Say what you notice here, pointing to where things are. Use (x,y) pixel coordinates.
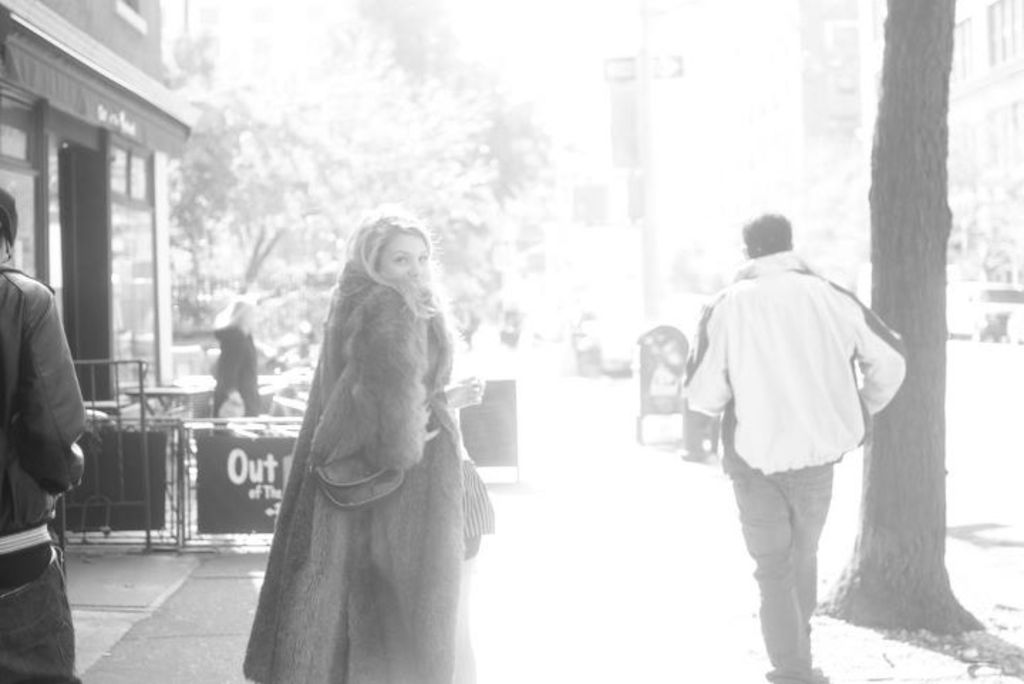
This is a black and white image. There are a few people (777,392). We can see the ground (537,447) with some objects (487,438). We can also see a pole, a few trees (442,190), a board (234,524) with some text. We can also see the trunk (870,524) of a tree (915,41). We can also see a few buildings (1009,5) and some objects (994,308) on the right (987,272).
